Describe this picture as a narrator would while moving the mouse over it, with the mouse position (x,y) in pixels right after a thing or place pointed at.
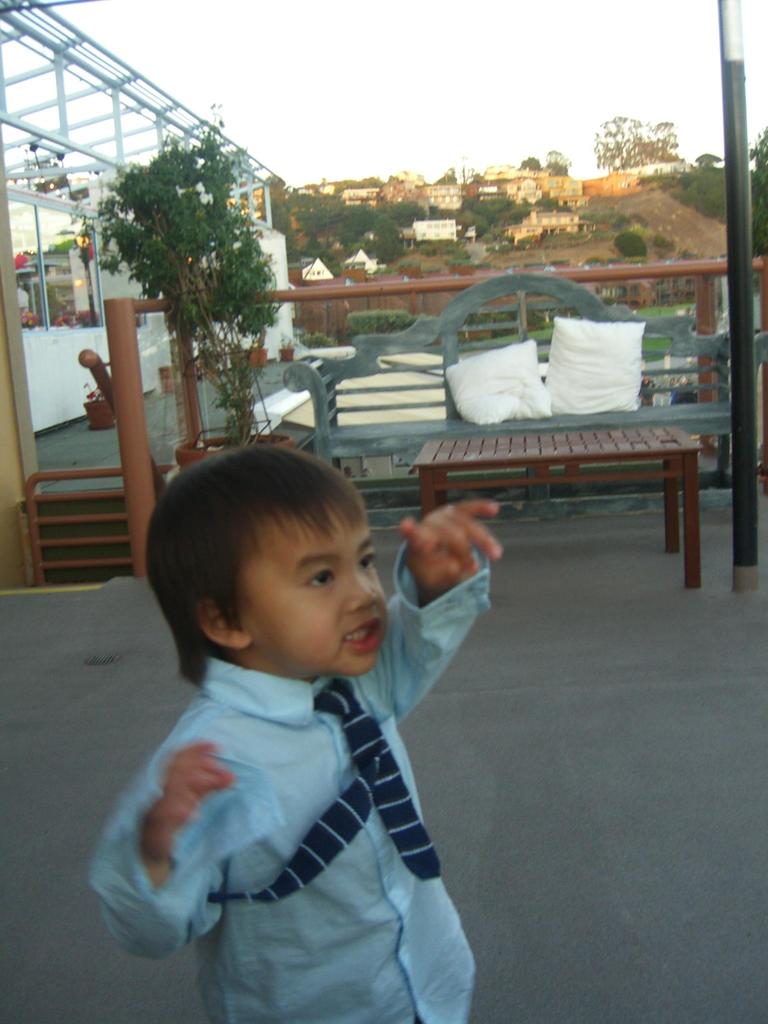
There is a boy (248,878) standing and we can see table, pillows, wall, house plant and pole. In the background (610,167) we can see trees (337,235), houses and sky (499,70).
